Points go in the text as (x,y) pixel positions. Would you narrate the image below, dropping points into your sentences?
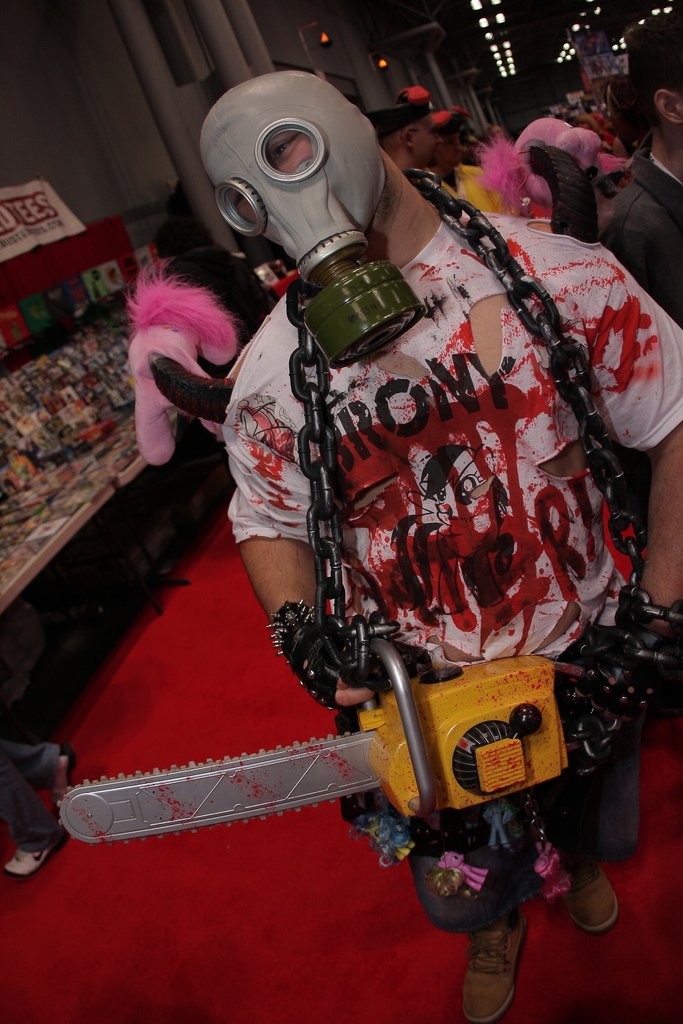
In this image, we can see a person (391,253) wearing costume (420,589) and holding an object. In the background (190,119), there are people (416,87) and we can see lights (513,66), a banner (45,240), boards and there is a wall (81,111). At the bottom (169,924), there is a carpet (202,938).
